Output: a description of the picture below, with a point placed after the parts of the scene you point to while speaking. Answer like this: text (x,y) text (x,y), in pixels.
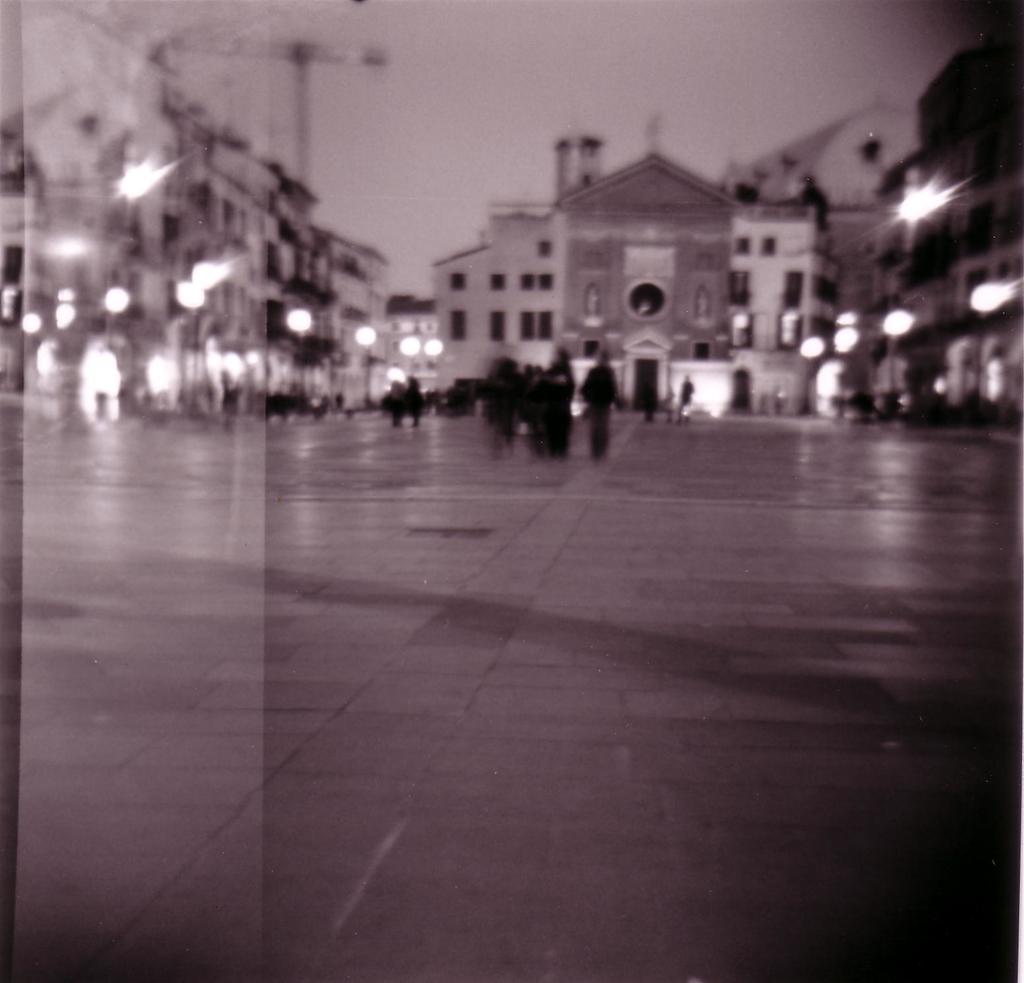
In this picture I can see the blur image. I can see the buildings (647,263). I can see the lights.
